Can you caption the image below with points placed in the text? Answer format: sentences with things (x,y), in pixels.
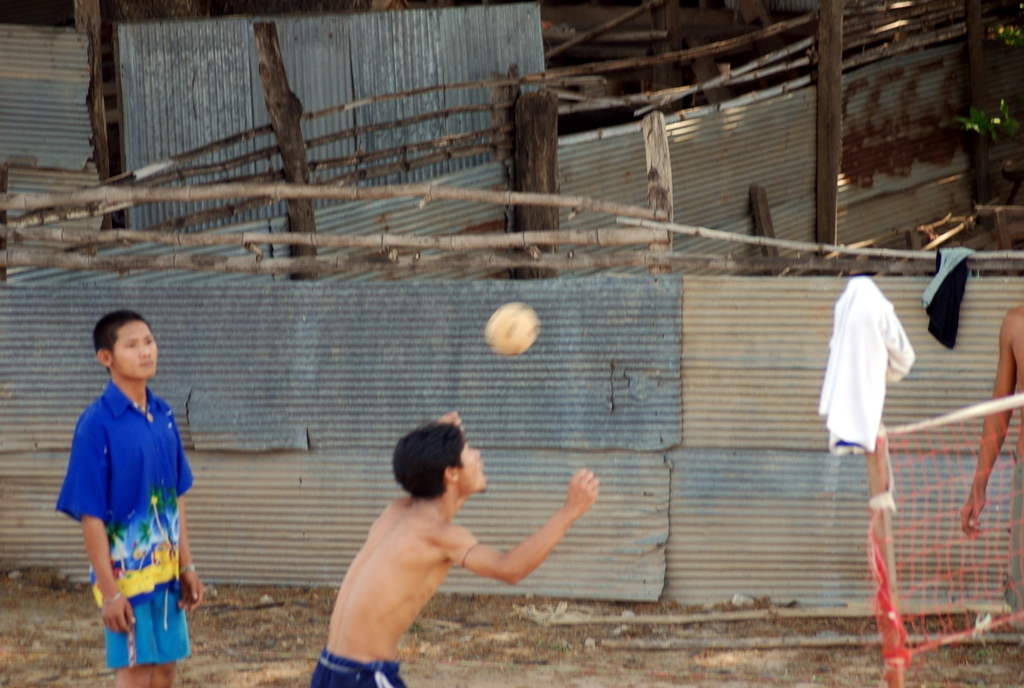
In this picture there are people (448,416) and we can see ball (510,341) in the air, cloth (866,285) on pole (892,566) and net (906,456). In the background of the image (740,432) we can see metal sheets (427,339), cloth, wooden fence (401,253) and wooden poles (535,265).
